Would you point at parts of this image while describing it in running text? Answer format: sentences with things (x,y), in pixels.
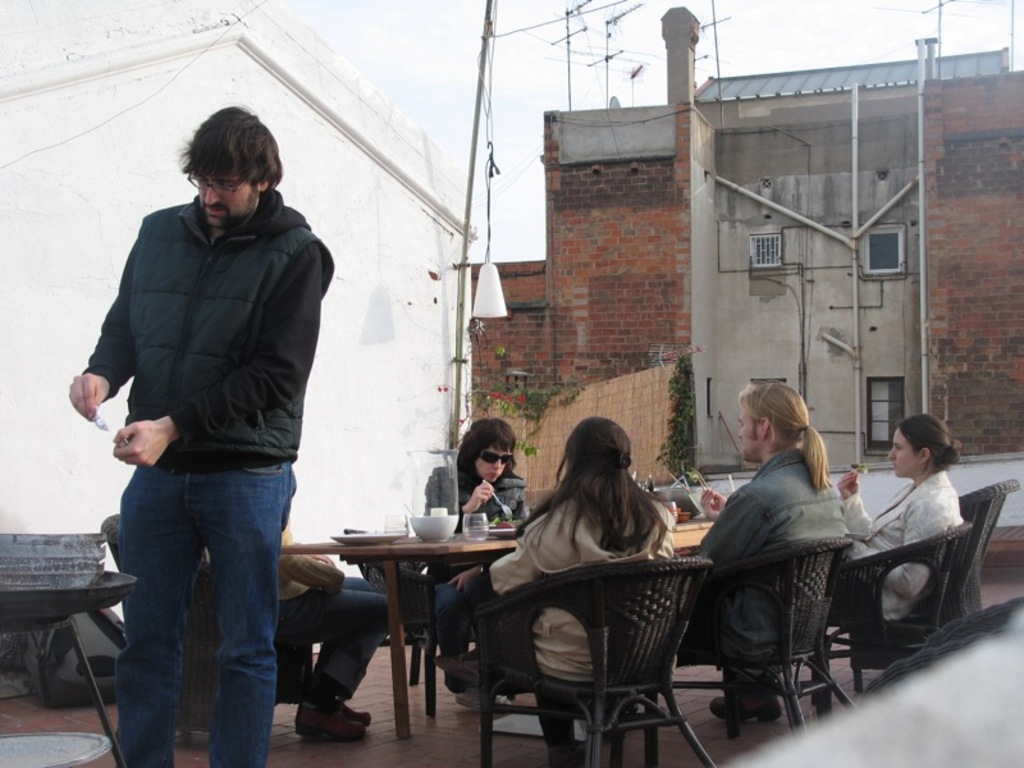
In the left (310,240), there is a person (289,441) standing beside a grill (66,602). In the right bottom (743,704), there are group of people (449,668) sitting on the chair (936,619), in front of the dining table (445,545) on which bowl (451,528), glass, plates (500,536) and food items (506,525) are kept. Both side of the image there are walls (159,150) which are white in color and brown in color. On the top (876,33), there is a sky (525,80) white in color. This image is taken during day time.
